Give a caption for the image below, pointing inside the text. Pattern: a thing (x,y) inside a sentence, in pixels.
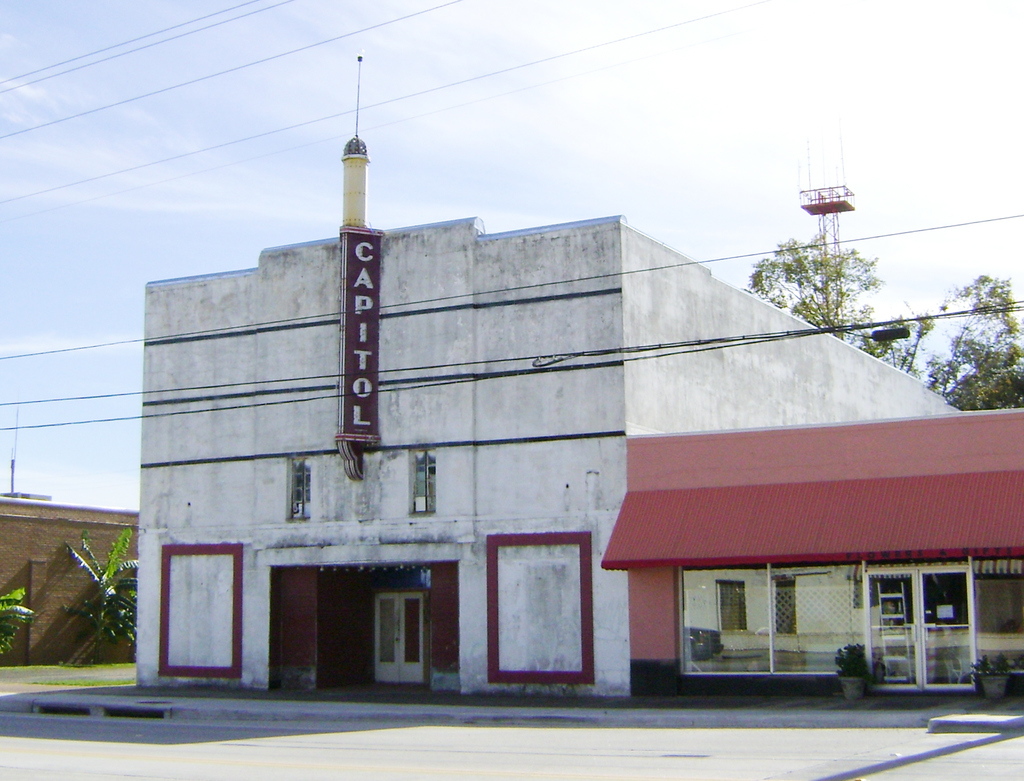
In the foreground of this image (627,520), there are two buildings (614,599), doors (895,632), glass windows (745,633), cables (803,332), trees (831,291) and the sky (467,193).
